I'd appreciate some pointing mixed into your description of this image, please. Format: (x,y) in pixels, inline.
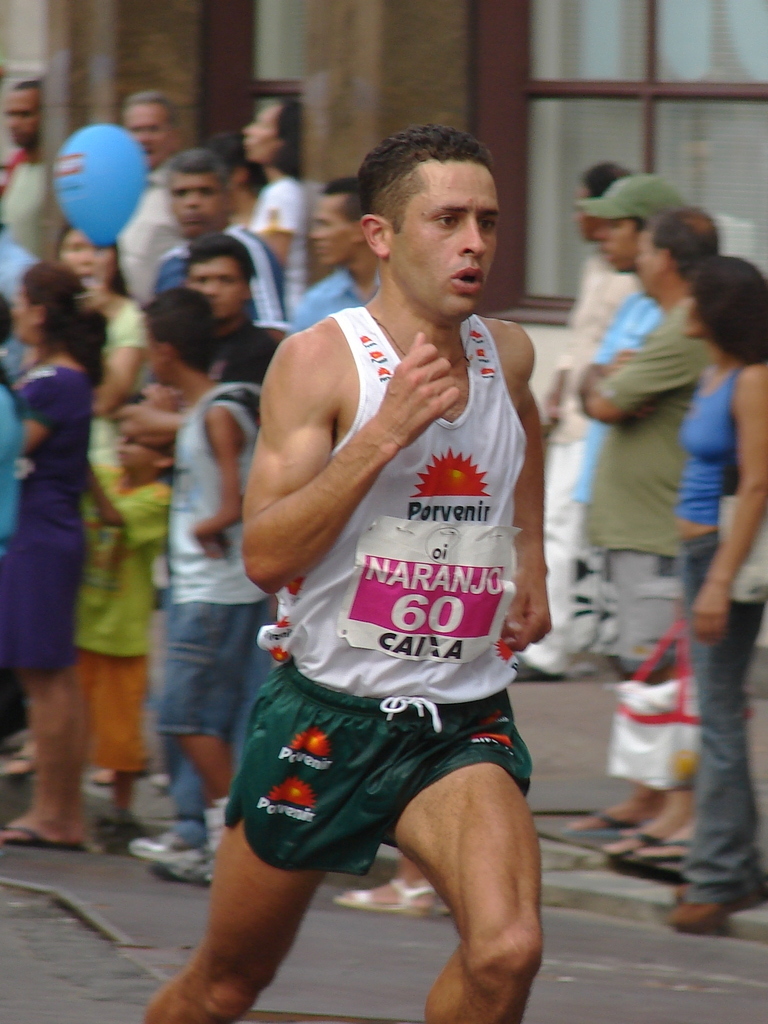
The man (319,659) in front of the picture wearing white T-shirt (446,500) is running on the road (253,1021). Behind him, we see people (710,341) looking at him. The boy (131,563) in green T-shirt (124,517) is below a blue balloon (92,220). Behind them, we see a building (371,119) and a glass window (529,90). It is blurred in the background (554,100).
